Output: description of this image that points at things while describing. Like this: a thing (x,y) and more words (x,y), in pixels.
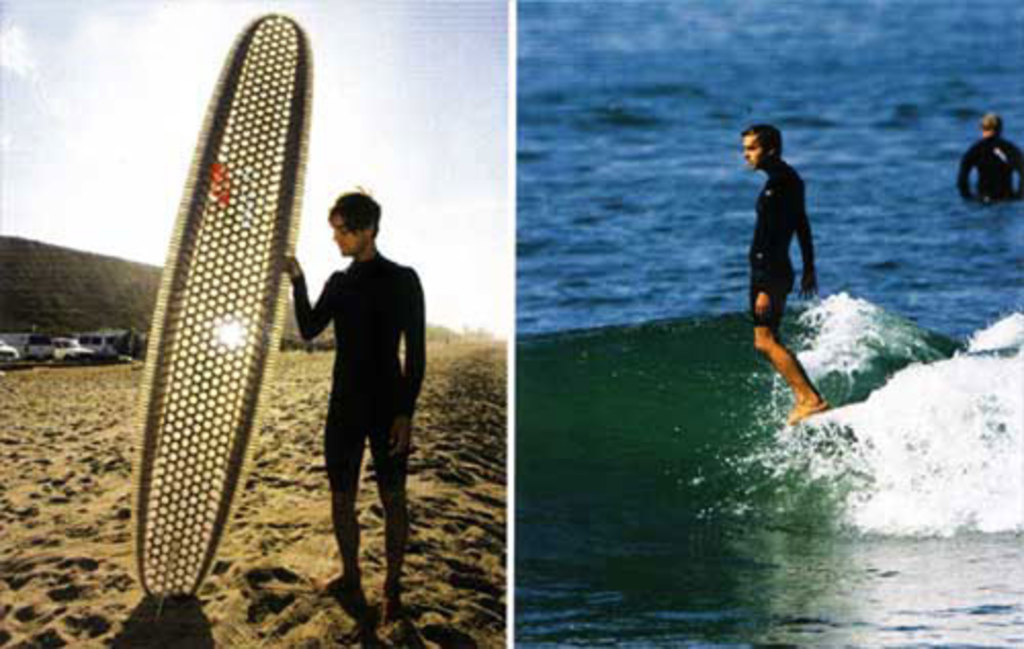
In this image I can see a person (332,295) holding a surfboard (196,354) and another person (760,297) is surfing.
